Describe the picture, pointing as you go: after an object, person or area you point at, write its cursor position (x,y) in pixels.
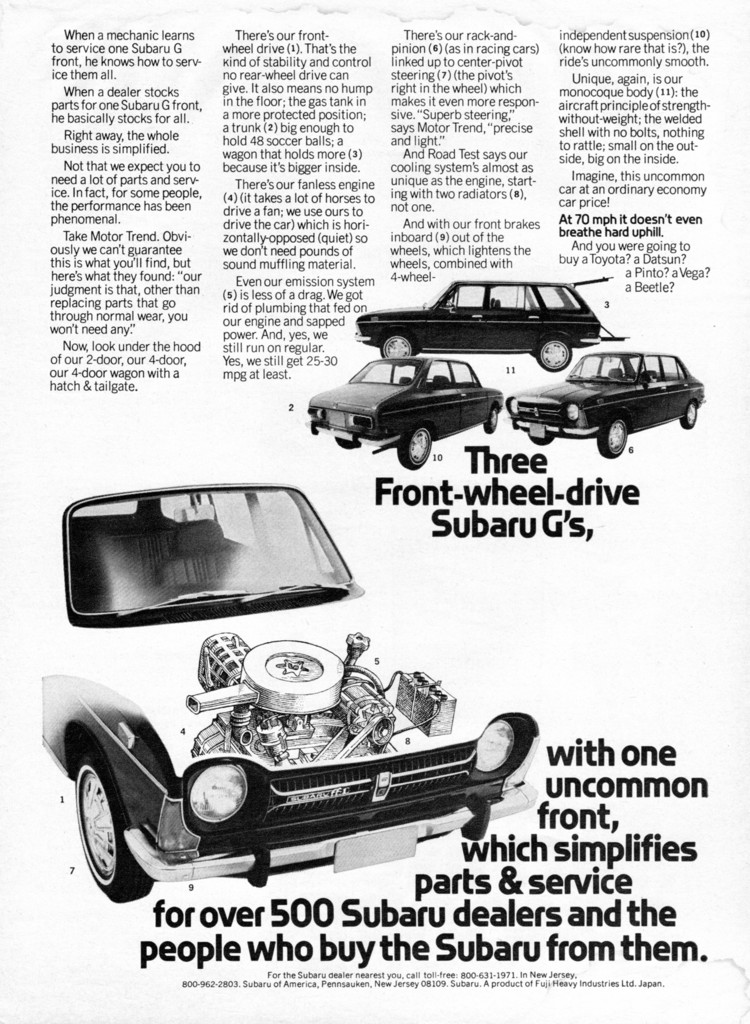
In this image we can see an article (268,493) of a vehicle (305,580) and there are images (319,583) and are described about those.
